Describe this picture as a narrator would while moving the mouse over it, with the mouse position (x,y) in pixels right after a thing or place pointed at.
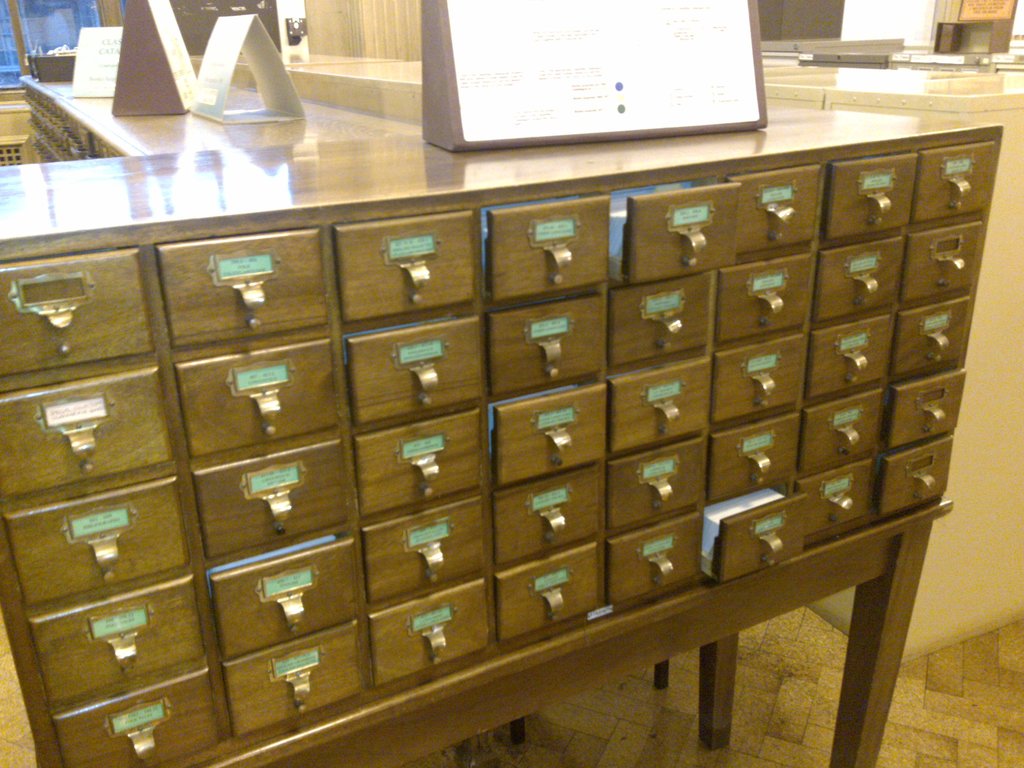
In the image there is one big table (129,295) with several drawers (868,282). On the table (397,159) there were few objects (142,81).
